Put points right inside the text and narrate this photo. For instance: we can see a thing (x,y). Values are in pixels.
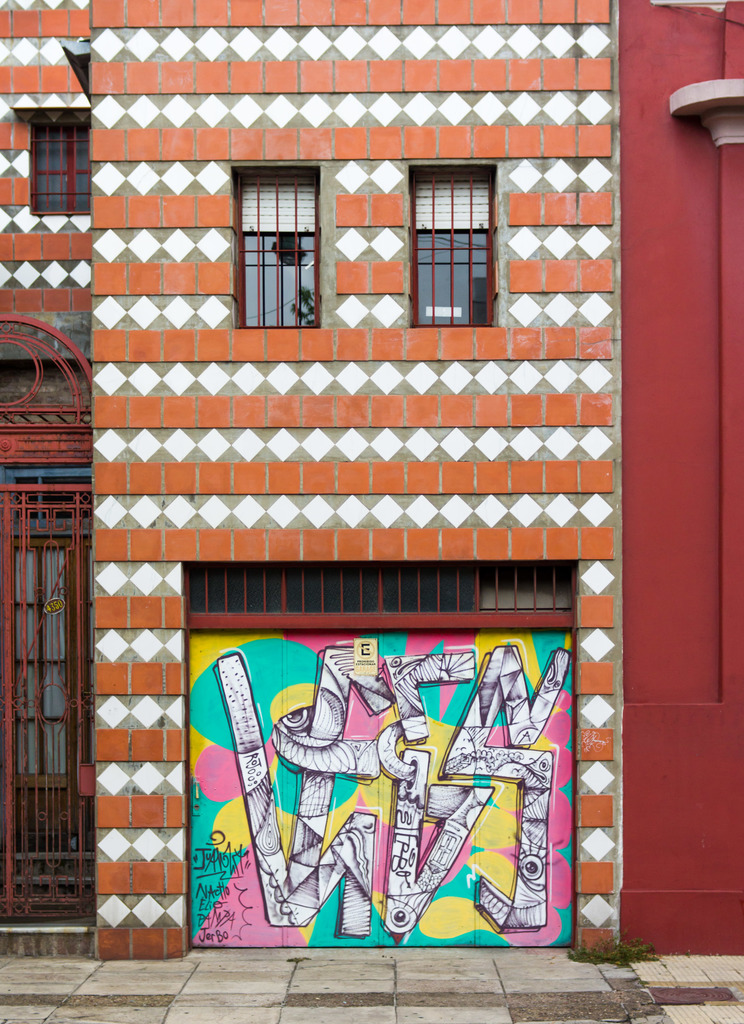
In this picture we can observe a building (466,413) which is in orange and white color. We can observe a painting (383,799) here which was painted with different colors. On the right side (662,255) there is a maroon color wall (670,640). On the left side (24,551) we can observe a gate (24,678).
